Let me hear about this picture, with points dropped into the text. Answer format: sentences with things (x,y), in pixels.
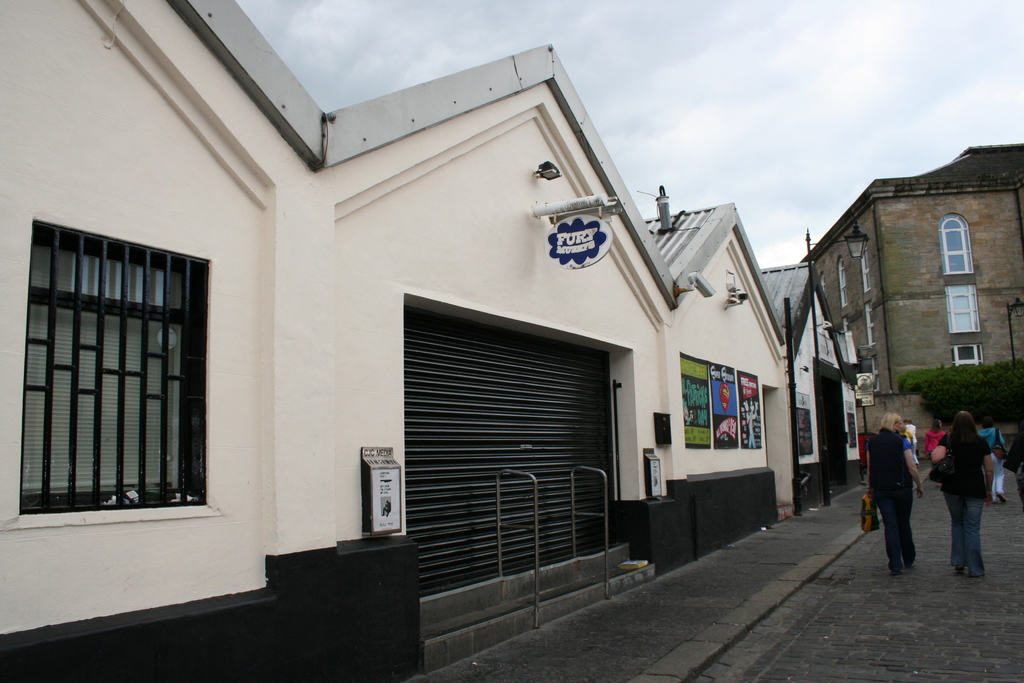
The picture is taken on the street (790,543) of a city (391,218). In the foreground of the picture (395,402) there are houses (680,409), posters (731,429), shutter (520,426), window (103,362) and road (807,602). On the right (935,477) there are people (938,442) walking, on the road (844,556). In the background (958,276) there are plants (953,372) and building (871,203). Sky (775,123) is cloudy.
